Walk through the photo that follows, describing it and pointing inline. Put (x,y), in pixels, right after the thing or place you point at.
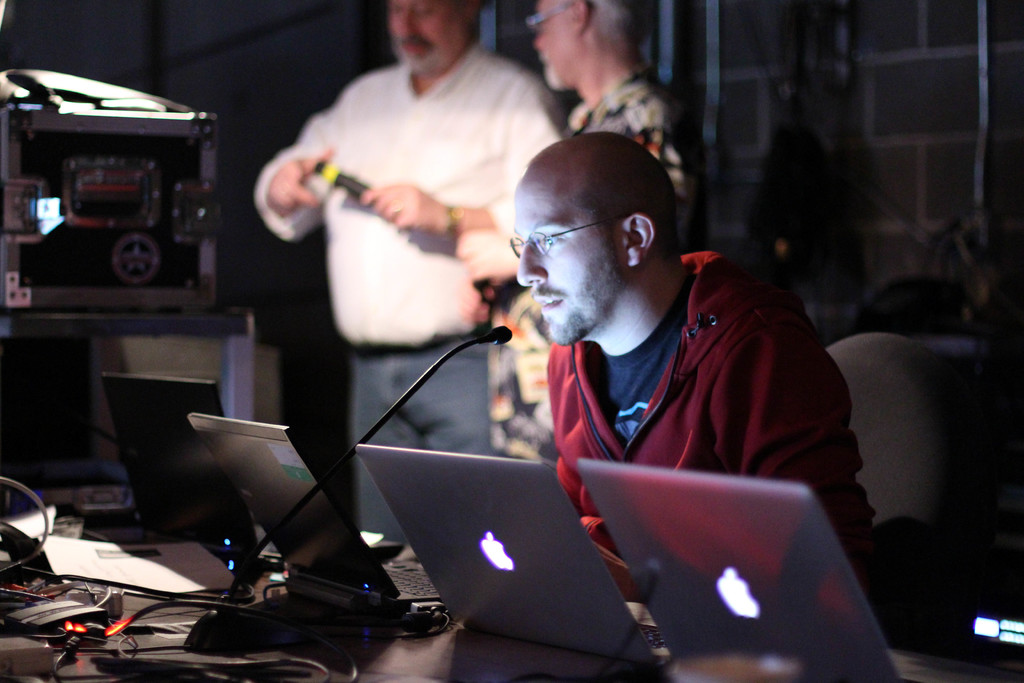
There is a person (706,326) in red color jacket (745,398), sitting on a chair (882,468), in front of a table (919,663), on which, there are laptops (214,448), mic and other objects (36,518). In the background (378,158), there are two persons (577,71) standing, one of them is holding an object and there are other objects (117,244).
